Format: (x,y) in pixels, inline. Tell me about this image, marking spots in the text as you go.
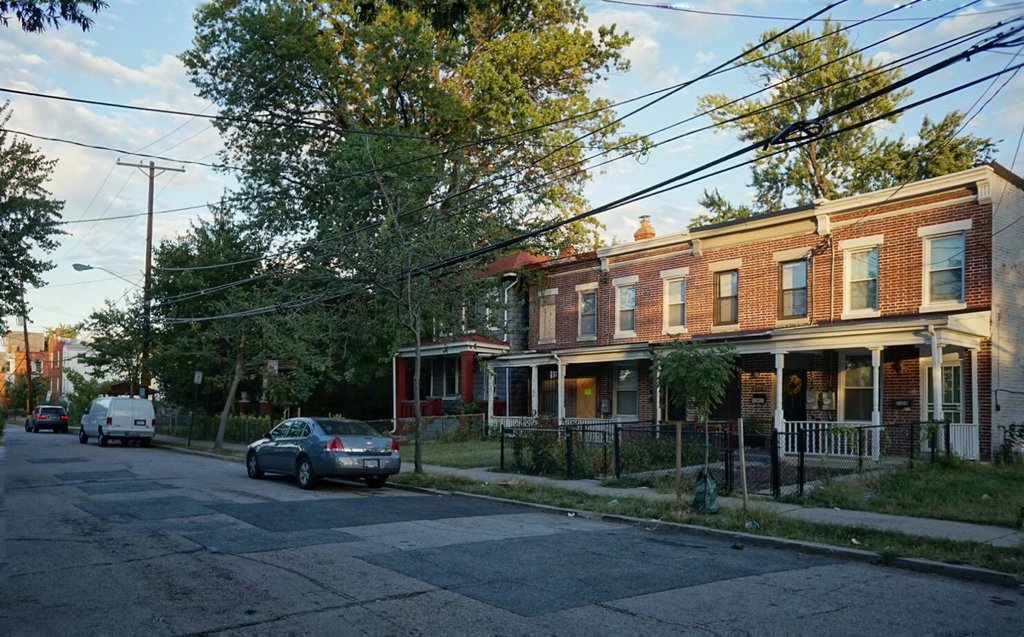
In the image we can see there are cars (295,459) parked on the road (278,564), there are buildings (546,327) and there are trees (561,131). There are electrical light pole wires (939,65).
